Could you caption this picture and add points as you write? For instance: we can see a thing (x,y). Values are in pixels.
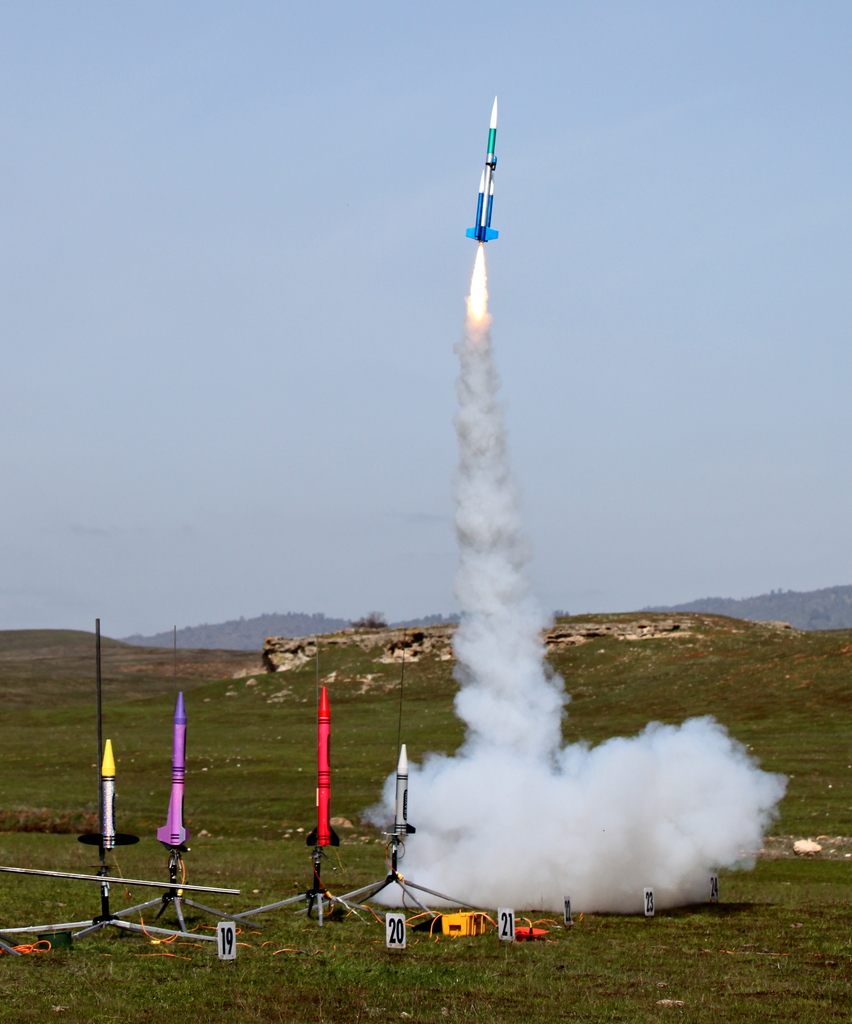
At the bottom of the picture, we see the missiles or the rockets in white, pink and red color. We even see the grass (634,958) and boards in white color with numbers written on it. There are hills (256,674) and trees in the background (651,648). At the top (662,206), we see the sky (597,329) and the missile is launched. We see the smoke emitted from the missile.
